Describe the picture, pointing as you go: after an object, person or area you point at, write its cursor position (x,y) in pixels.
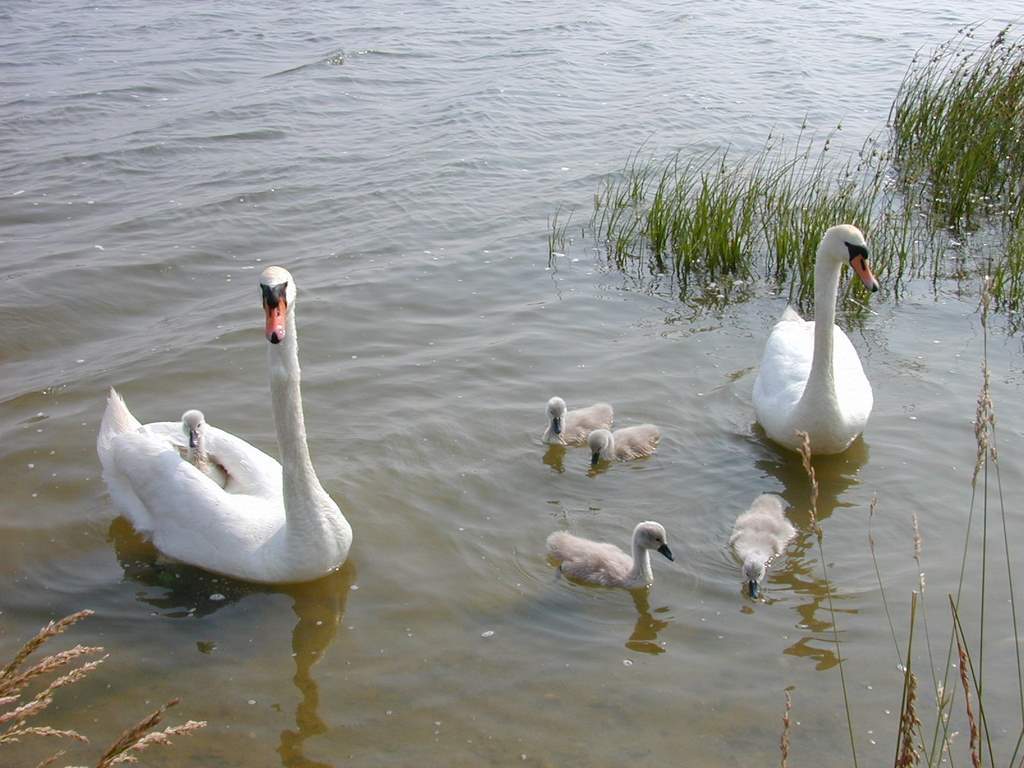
In this picture, we see swans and baby swans (745,563) are swimming in the water (551,513). In the right top of the picture (806,148), we see grass (821,221). This water (535,203) might be in the pond (397,369).
